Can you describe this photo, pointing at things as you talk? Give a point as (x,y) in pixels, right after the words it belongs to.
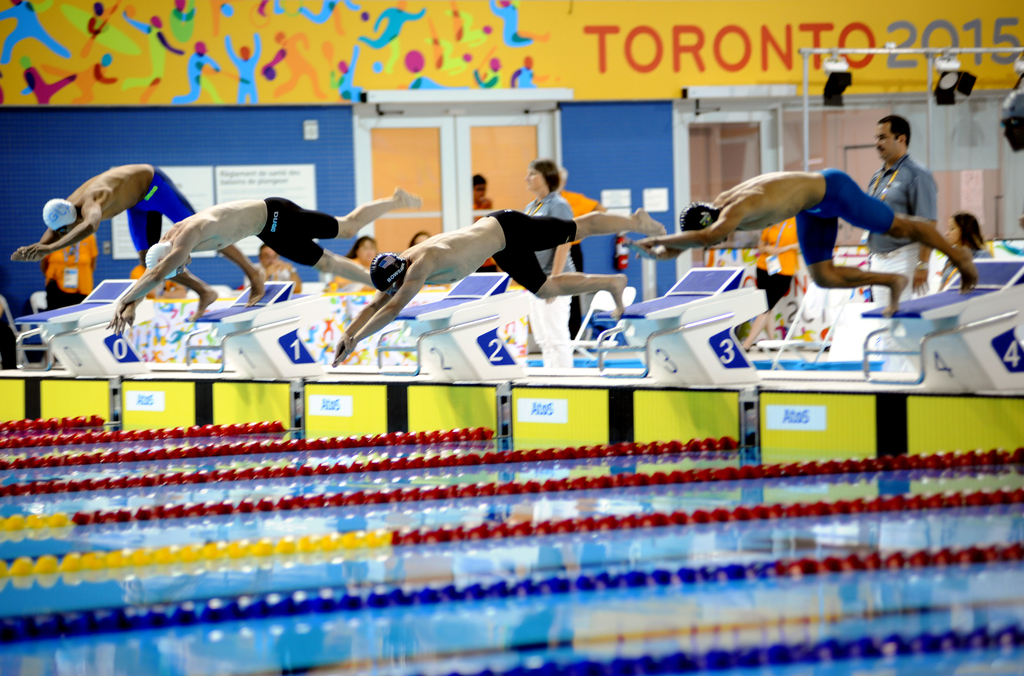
In this image we can see a few people (497,246), among them, some people (206,238) are diving into the water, there are some stands (944,306), doors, lights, poles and posters (164,19) on the wall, in the background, we can see a building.
